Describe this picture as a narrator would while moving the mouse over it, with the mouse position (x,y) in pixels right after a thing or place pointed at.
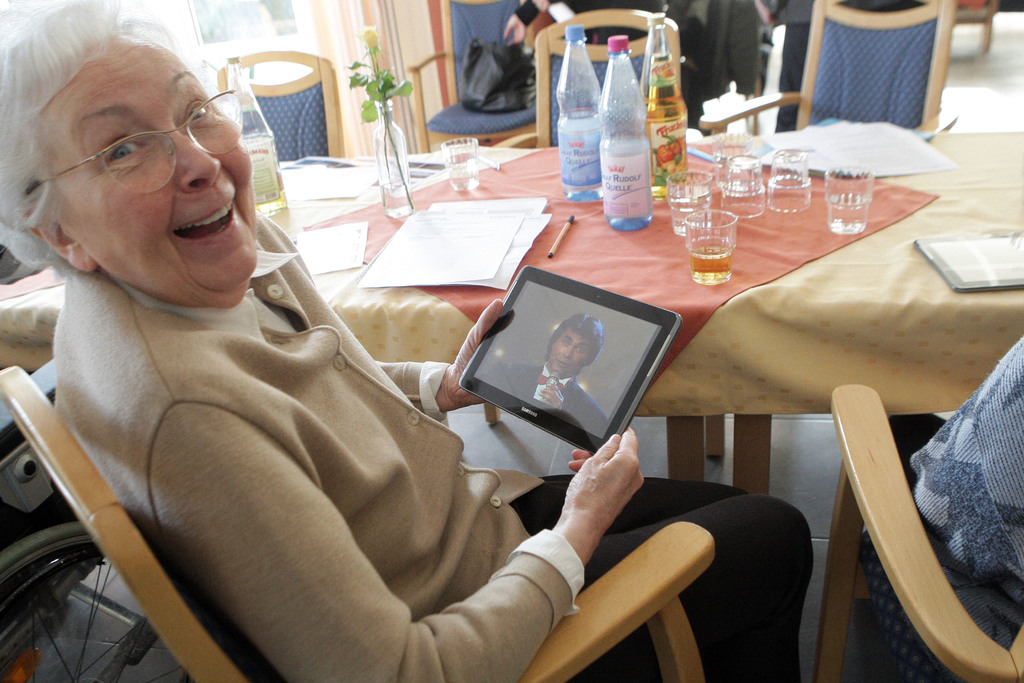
In this image there is a woman (363,435) who is sitting in a chair (675,616) and holding the tab (592,321) with her hands (471,340) and there is a table (989,223) in front of her on which there are glasses (840,213), bottles (634,216), papers (439,261), pen (565,233) and a flower vase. There is a bag (489,74) on the chair (461,62).
